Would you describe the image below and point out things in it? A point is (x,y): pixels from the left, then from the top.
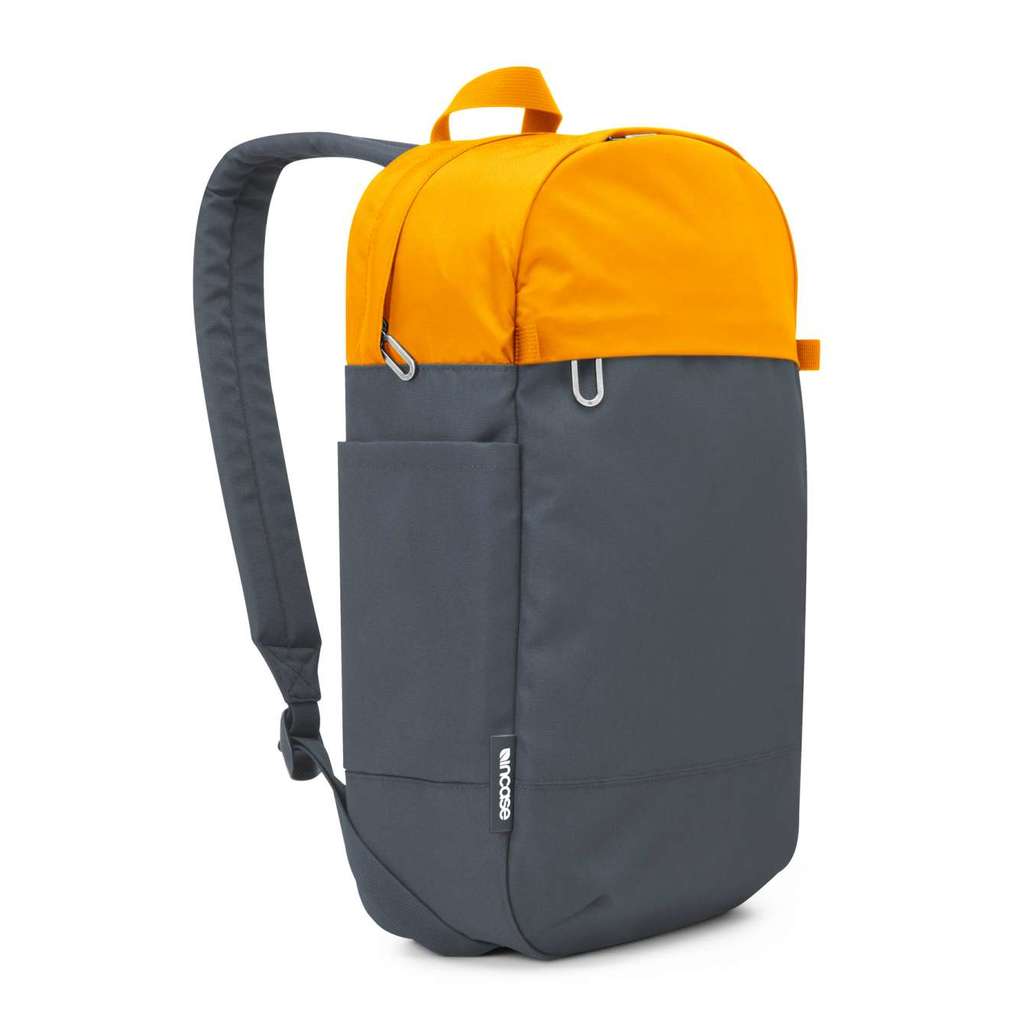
In this image we can see a black and yellow color backpack (547,407).
